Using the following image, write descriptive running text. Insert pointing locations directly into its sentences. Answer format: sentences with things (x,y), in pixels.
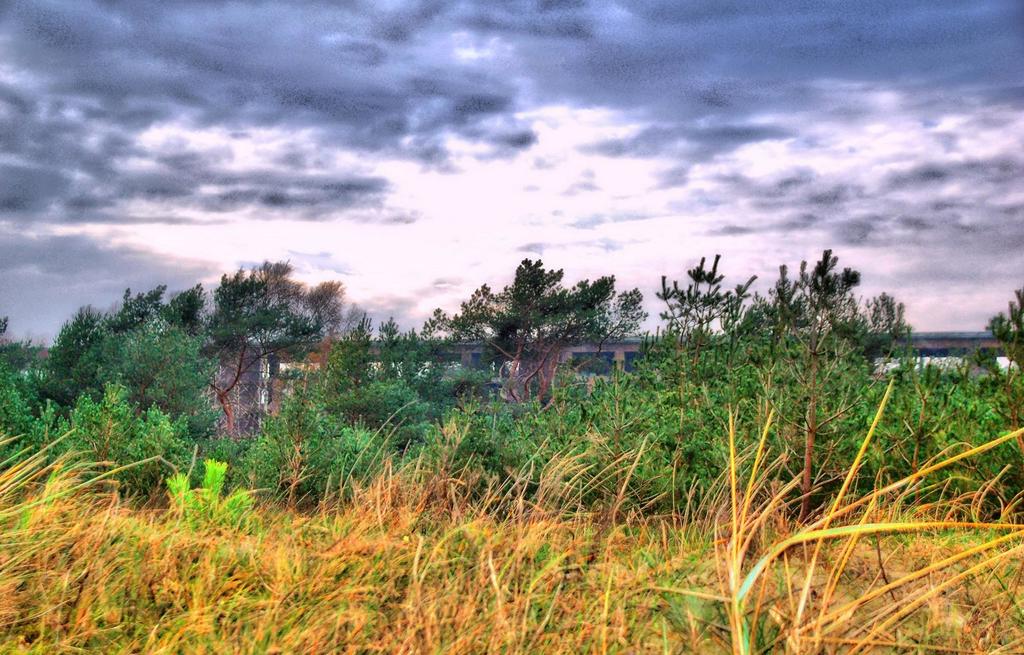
In this image there are plants (481,435), in the background (1001,359) there is a building (973,348) and the sky (454,202).
